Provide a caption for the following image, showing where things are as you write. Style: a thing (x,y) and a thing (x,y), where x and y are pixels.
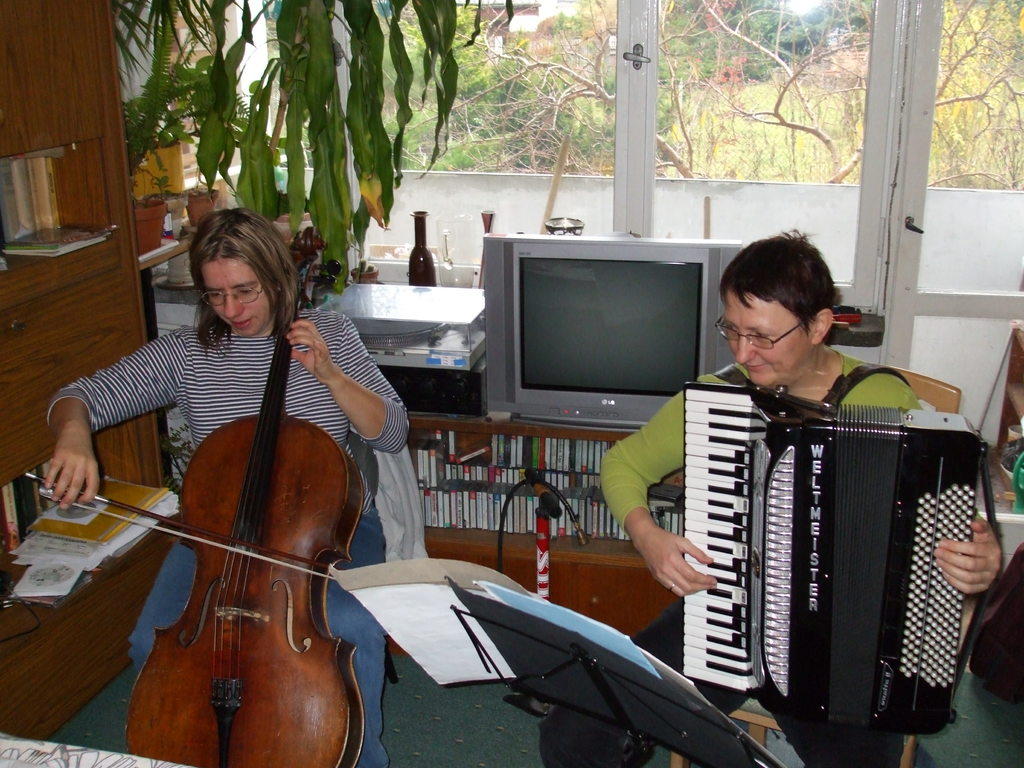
In this image i can see 2 women (772,363) sitting on chairs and holding musical instruments (262,458) in their hands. I can see a paper stand (480,603) in front of them. In the background (517,409) i can see a television screen (570,369) and few cassettes (493,514) in the desk (516,480), a plant (375,111). a bottle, a glass window (524,176) through which i can see few trees (715,76), few buildings (514,11) and the sky (802,0).
